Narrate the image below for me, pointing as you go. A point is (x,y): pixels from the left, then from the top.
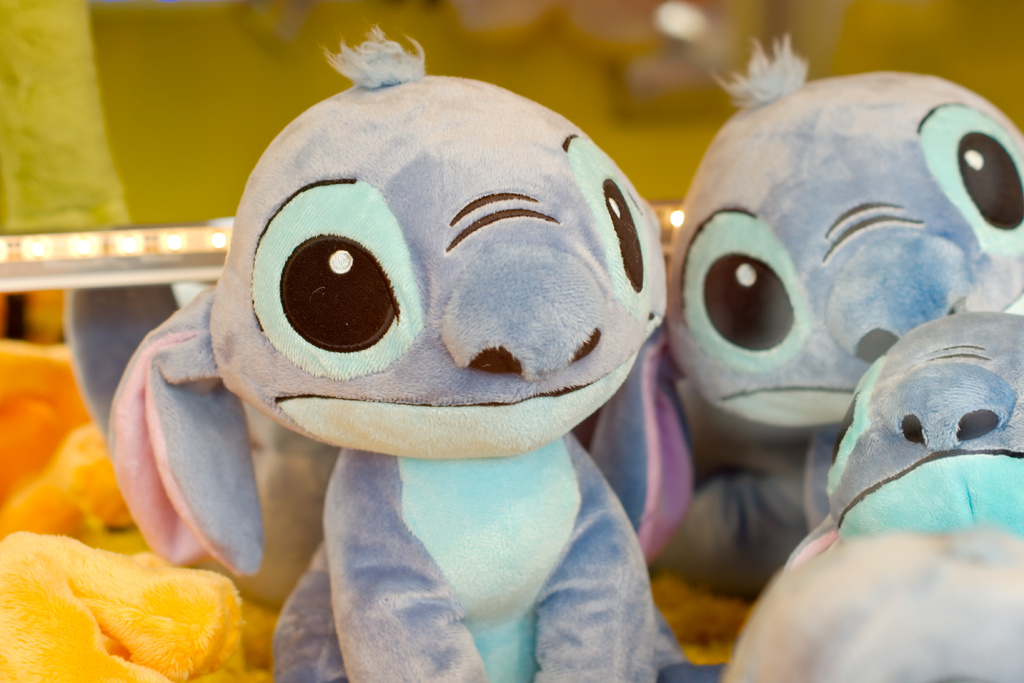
In this image in the middle (401,247), there are many toys (500,511). In the background (239,155) there are lights (167,238) and wall (140,106).
